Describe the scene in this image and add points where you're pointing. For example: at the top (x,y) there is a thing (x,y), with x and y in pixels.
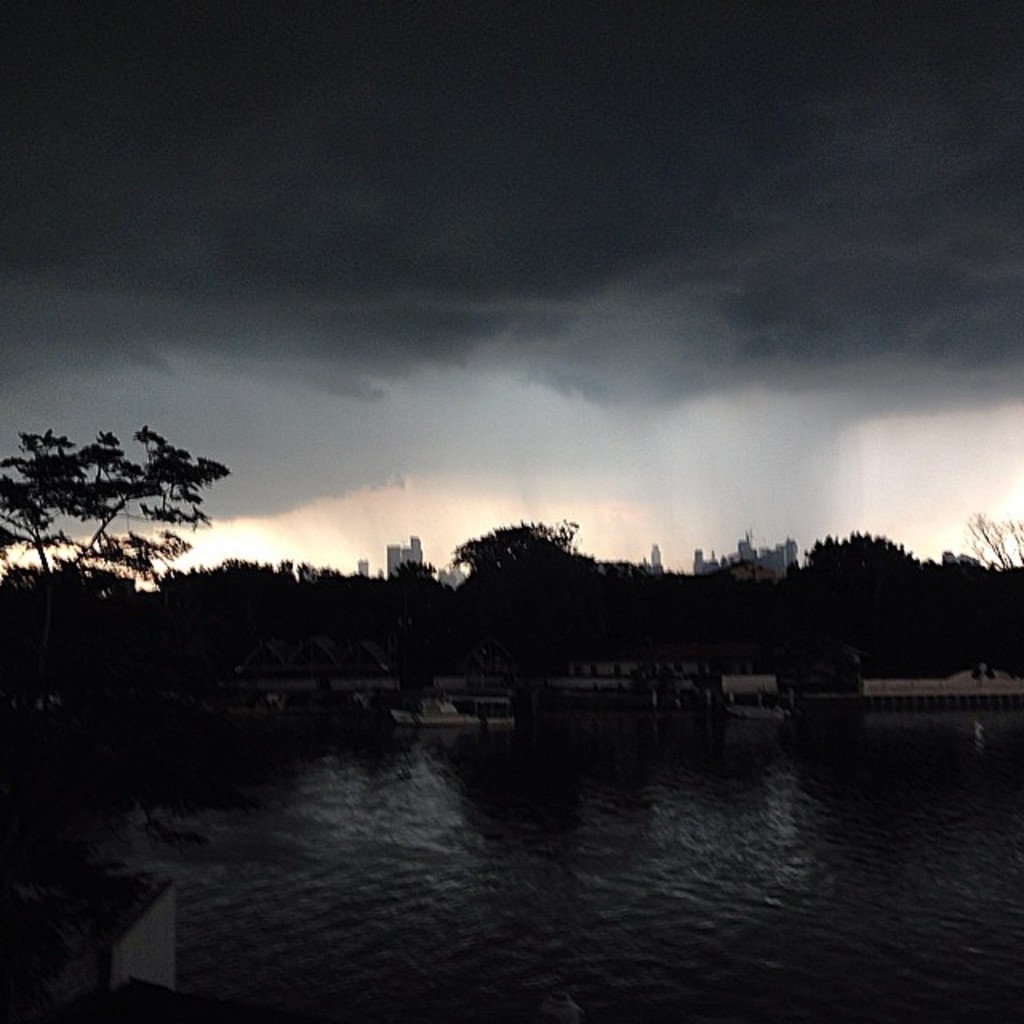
In this image I can see a picture which is very dark. I can see water (495,895), few trees (911,572), few boats (473,718) and few buildings (401,558). In the background (398,410) I can see the sky (489,287).
